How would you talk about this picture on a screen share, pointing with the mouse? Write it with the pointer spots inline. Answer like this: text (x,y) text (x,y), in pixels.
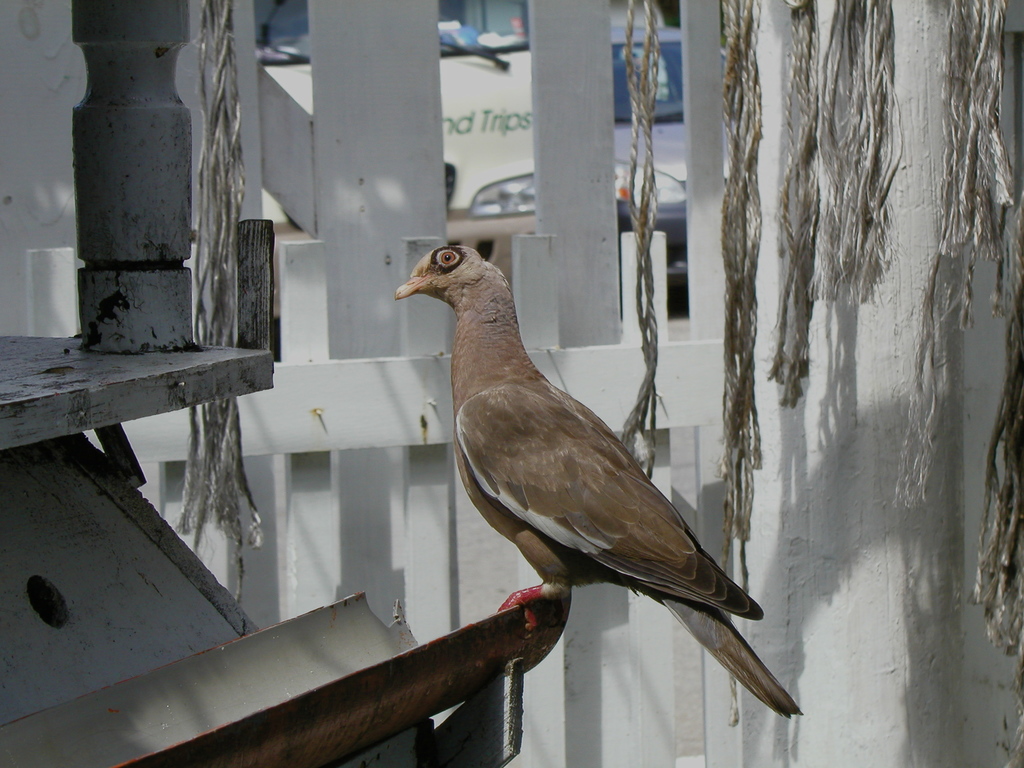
In this picture we can see a bird (689,579) sitting on an iron bar (423,678) surrounded with wooden fencing (698,256) and ropes (852,32).
